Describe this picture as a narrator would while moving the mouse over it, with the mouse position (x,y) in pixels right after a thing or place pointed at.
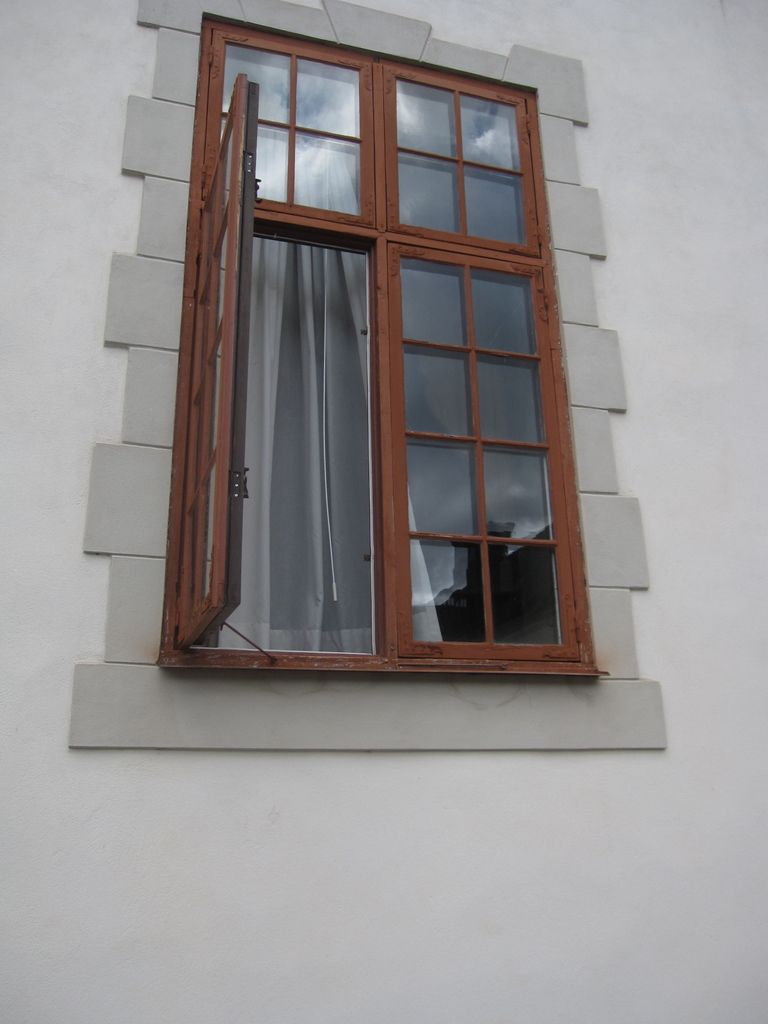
This picture might be taken outside of the building (600,626). In this image, in the middle (416,357), we can see a glass window (364,322), inside the glass window (447,382), we can see a curtain (366,358). In the background (370,18), we can see a wall (27,819) which is in white color.
